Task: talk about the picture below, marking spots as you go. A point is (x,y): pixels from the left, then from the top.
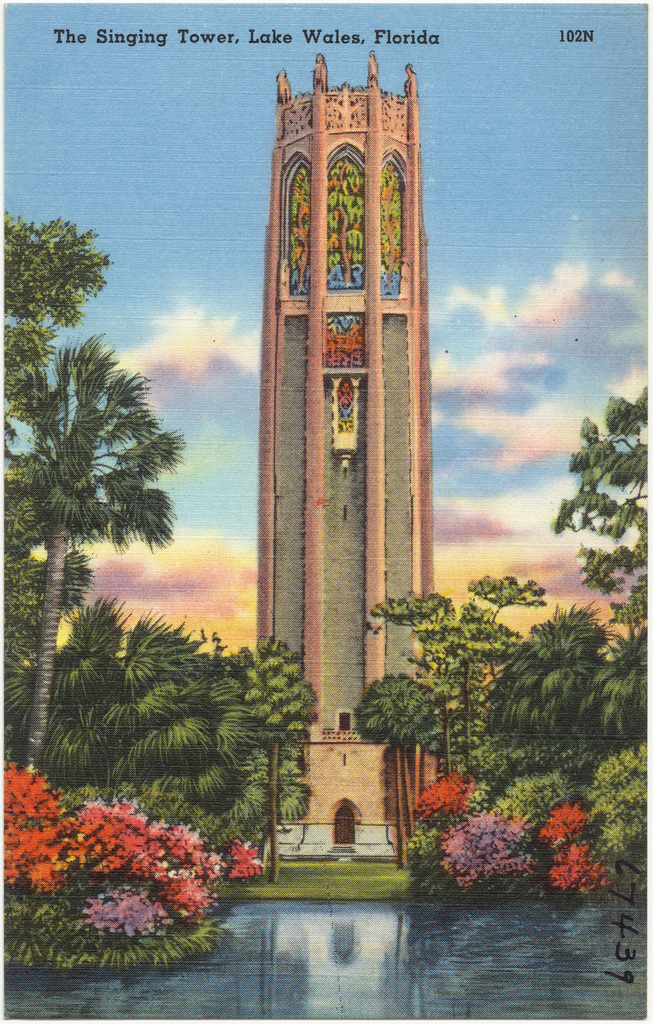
In this picture I can observe an art of a tower (340,402) in the middle of the picture (305,497). On the either sides of the picture I can observe some plants (154,769) and trees (483,707). In the background (194,364) I can observe clouds (251,370) in the sky (491,489). In the top of the picture (289,41) I can observe some text (568,37).
